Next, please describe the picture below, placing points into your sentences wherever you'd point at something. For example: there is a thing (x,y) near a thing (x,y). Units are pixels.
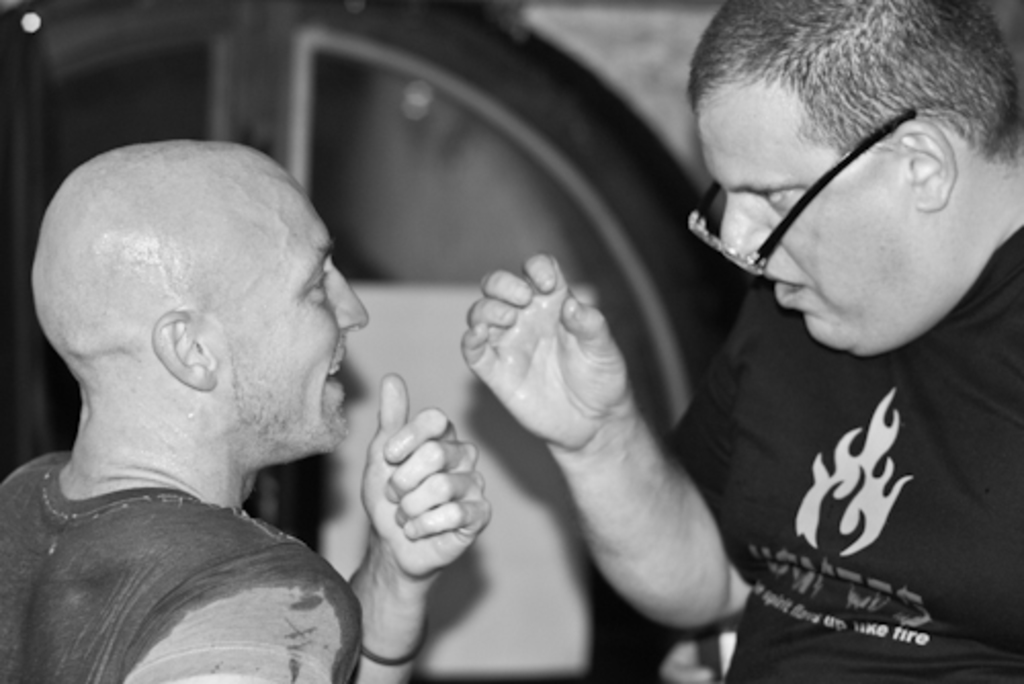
In this picture there is a bald man (222,501) who is wearing t-shirt (153,624). In front of him there is a man (892,251) who is wearing spectacle (816,184) and black t-shirt (873,500). In the back (637,185) there is a door (637,185).
